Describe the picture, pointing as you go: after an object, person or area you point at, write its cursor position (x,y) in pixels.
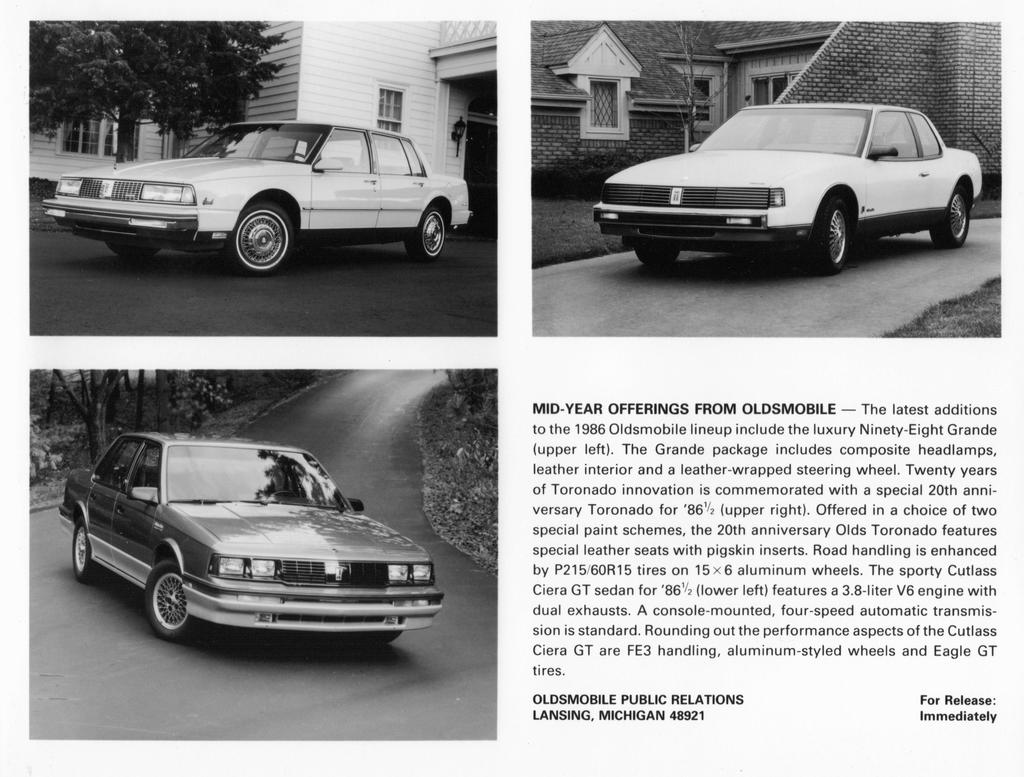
In the image we can see some cars (758,113) on the road (112,650). Behind the cars (859,232) there are some trees (41,77) and buildings (313,98).
